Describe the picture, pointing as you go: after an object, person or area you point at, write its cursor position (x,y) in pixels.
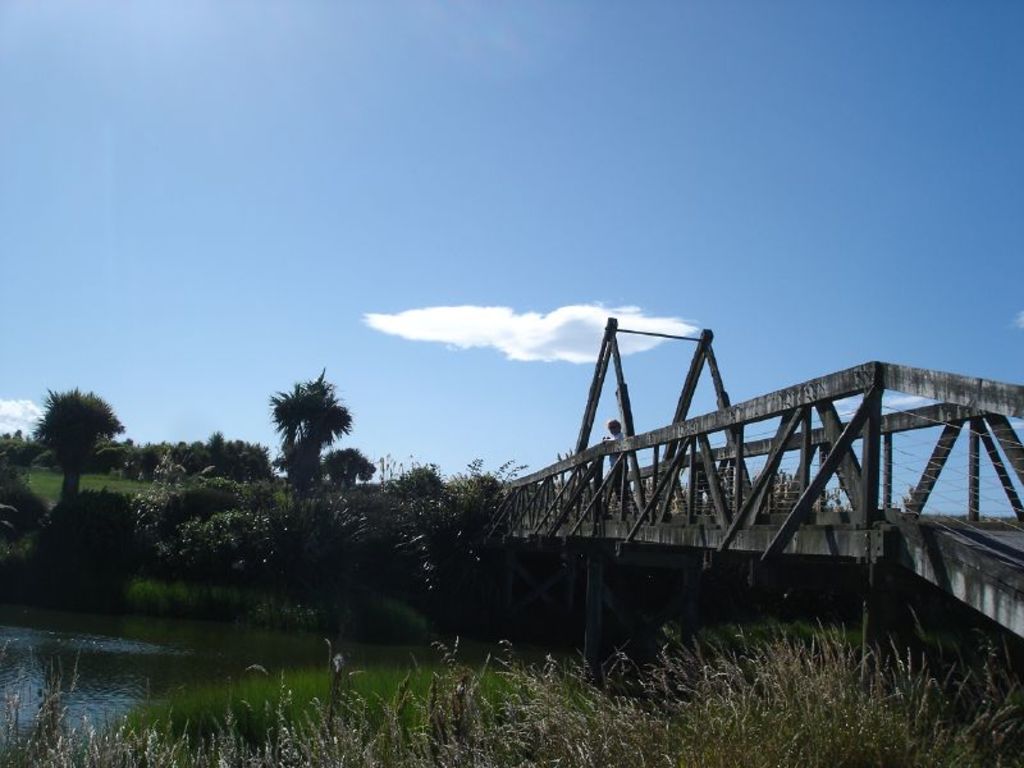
In this picture we can see plants (298,683), water (81,660), bridge (589,474) with a person (614,432) standing on it, trees (43,461) and in the background (809,332) we can see the sky (497,362) with clouds (464,333).
